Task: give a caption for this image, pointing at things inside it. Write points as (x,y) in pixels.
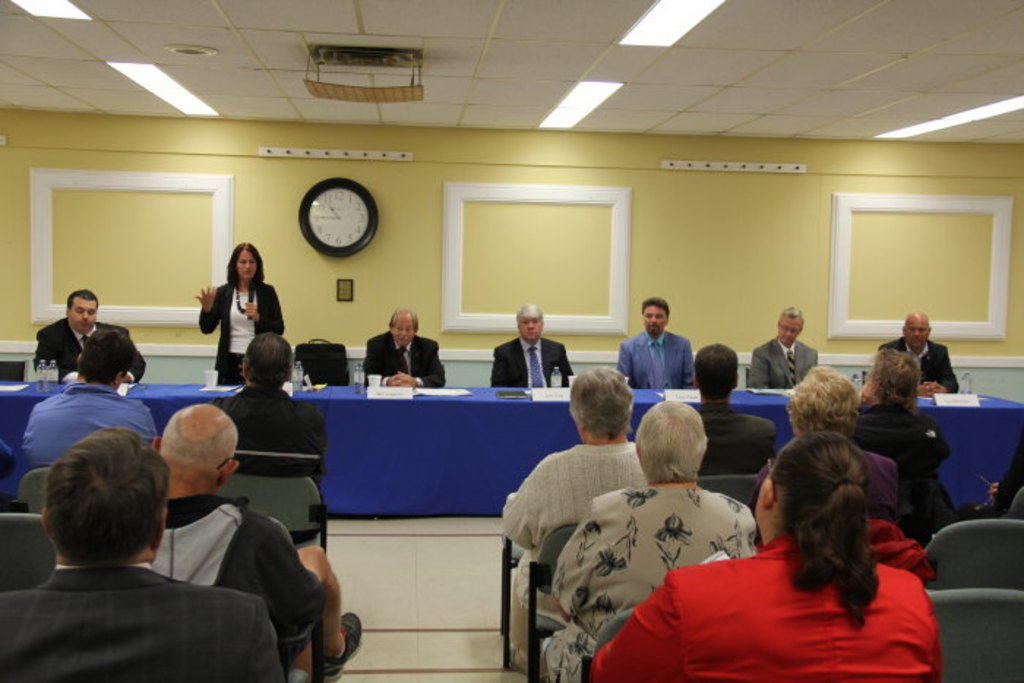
In this image we can see few persons (143,647) are sitting on the chairs (962,603). In the background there are few persons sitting on the chairs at the tables (386,441) and there are bottles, glasses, name tags (393,396), papers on the table (380,420) and we can see a woman (246,292) is standing and holding a mic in the hand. There is a clock (357,233) on the wall (343,263). We can see lights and an object (373,44) on the ceiling (29,99).
